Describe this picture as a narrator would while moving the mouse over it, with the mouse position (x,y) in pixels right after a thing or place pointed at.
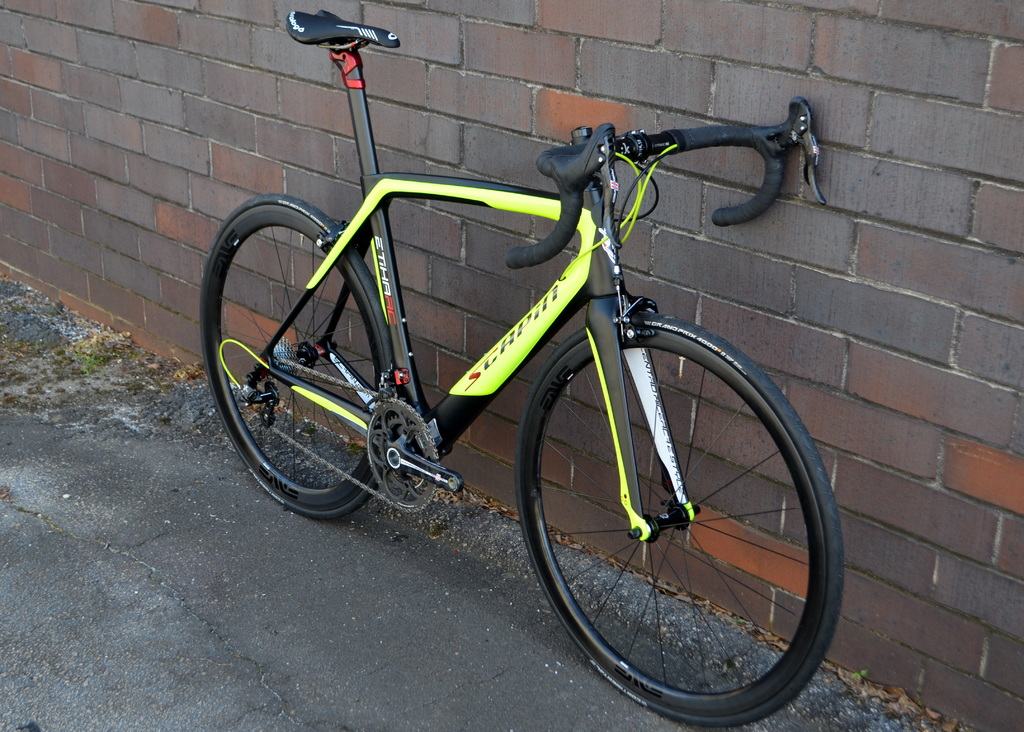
Here we can see a bicycle (359,323). In the background (520,294) there is a wall (963,236).
